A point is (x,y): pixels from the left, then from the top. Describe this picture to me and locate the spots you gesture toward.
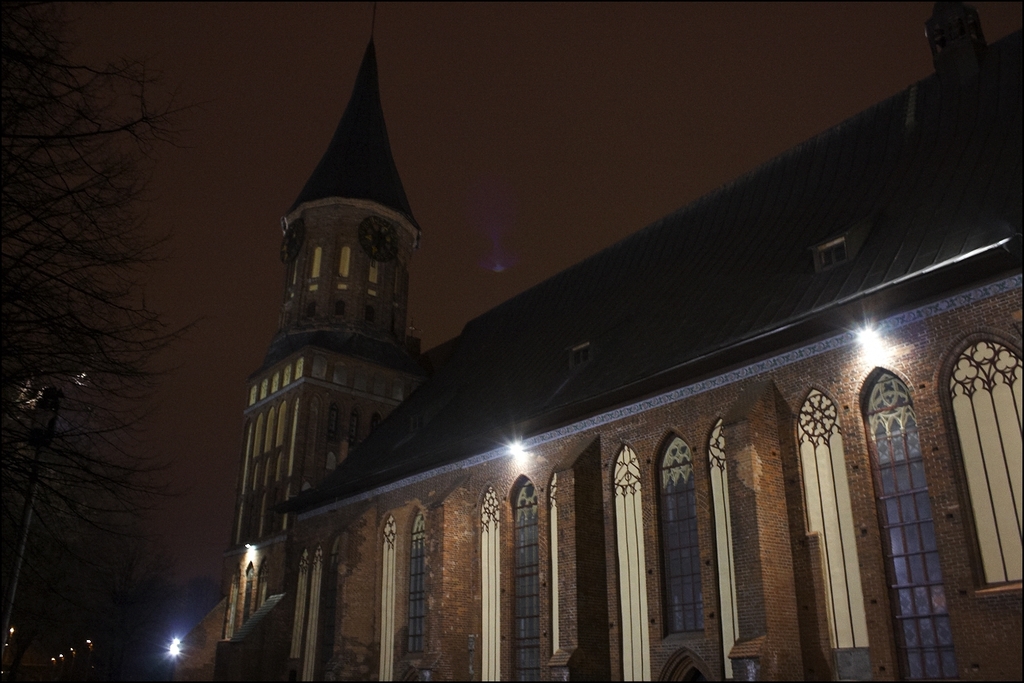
In this image we can see a building (552,412) with windows (825,581), a clock tower (397,329), lights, some trees (188,580), a pole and the sky (525,241).
